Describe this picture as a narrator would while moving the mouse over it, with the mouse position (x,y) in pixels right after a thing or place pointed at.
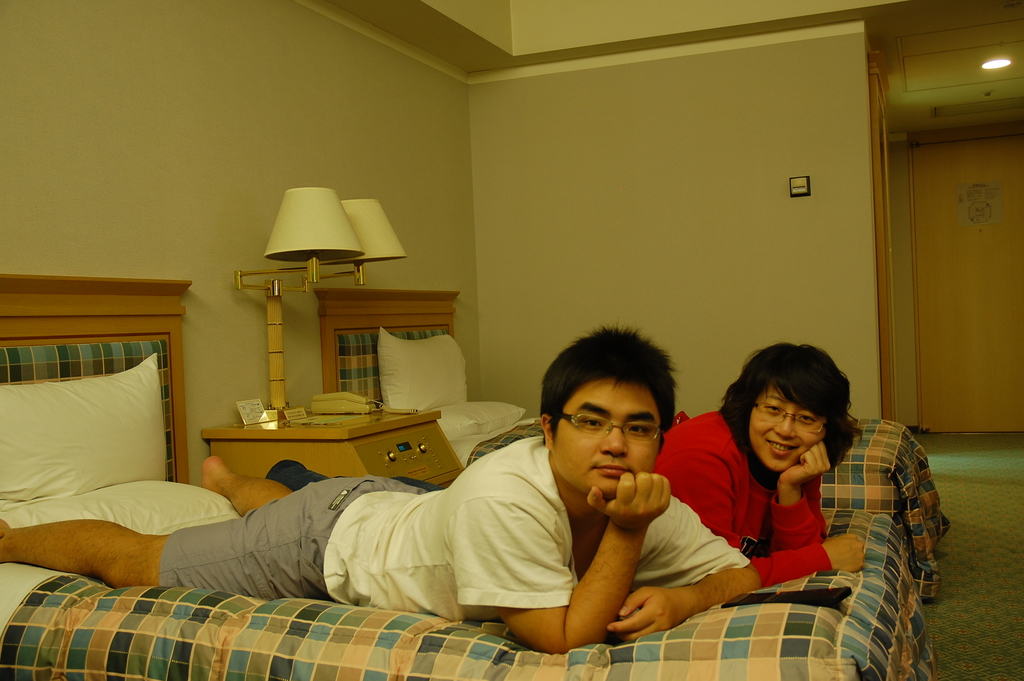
There is a room (93,99) in which a woman (794,472) and man (511,549) are lying on a bed (22,613). behind them there is a table (376,417) in which there is a phone (339,401) and lamp (269,411) on it.
